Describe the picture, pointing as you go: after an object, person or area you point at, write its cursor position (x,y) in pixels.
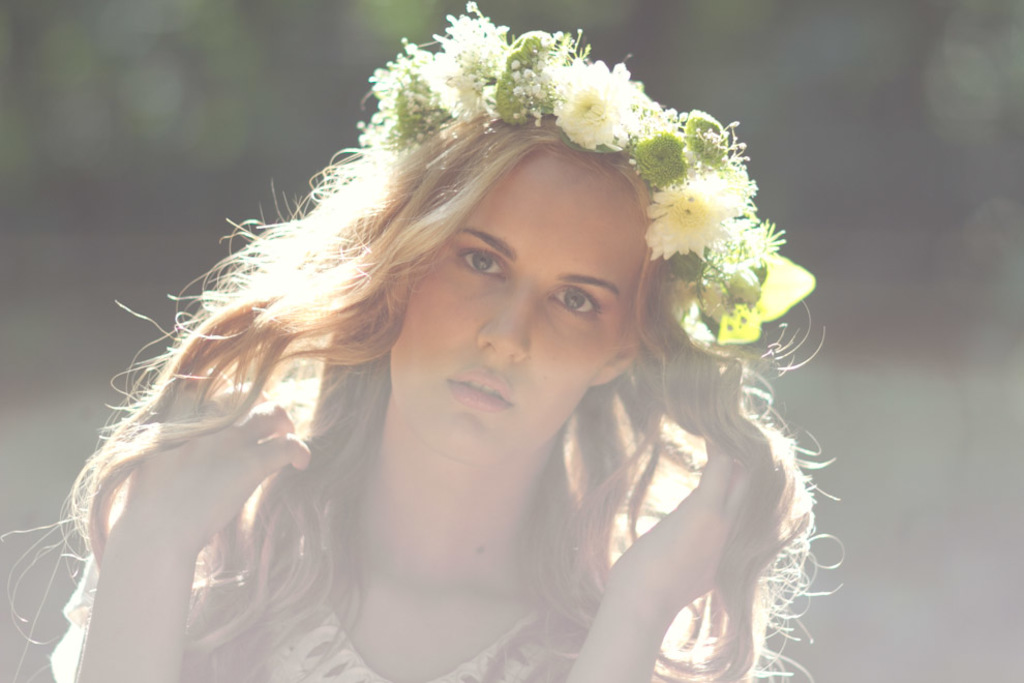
In this picture there is a girl (498,250) in the center of the image (582,250) and there is a flowers hair band (581,107) on her head (457,142).
